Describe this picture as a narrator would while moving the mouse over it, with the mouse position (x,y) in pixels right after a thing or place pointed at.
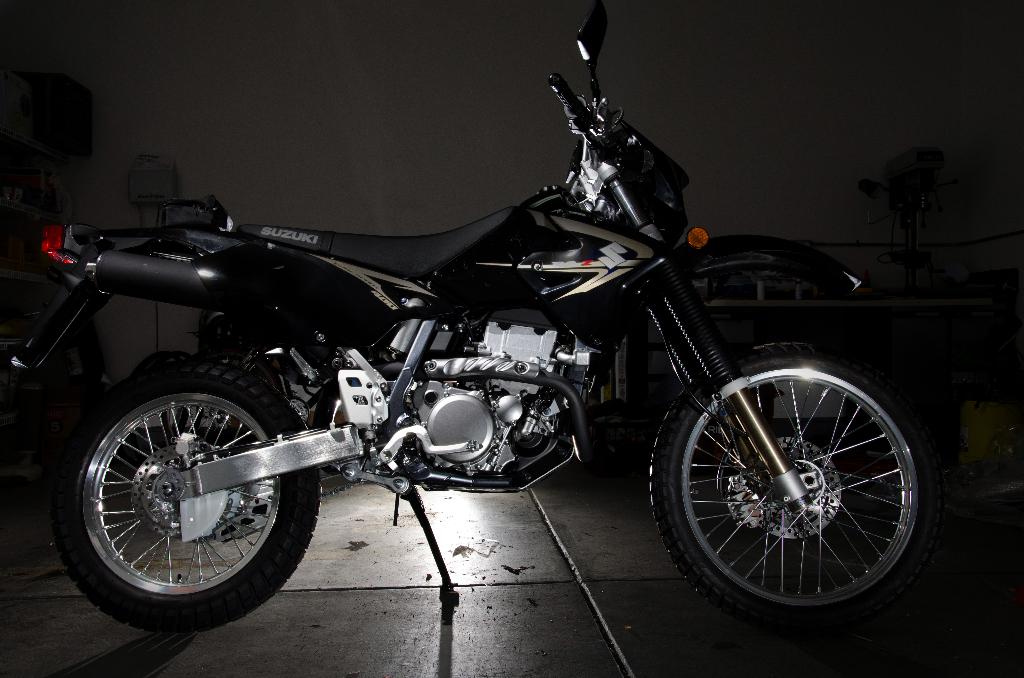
In the picture we can see a motorcycle (183,395) parked on the path (935,668) in the dark, the motorcycle (282,302) is black in color and in the background (635,441), we can see wall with something (940,294) placed beside it on the floor (941,655).
